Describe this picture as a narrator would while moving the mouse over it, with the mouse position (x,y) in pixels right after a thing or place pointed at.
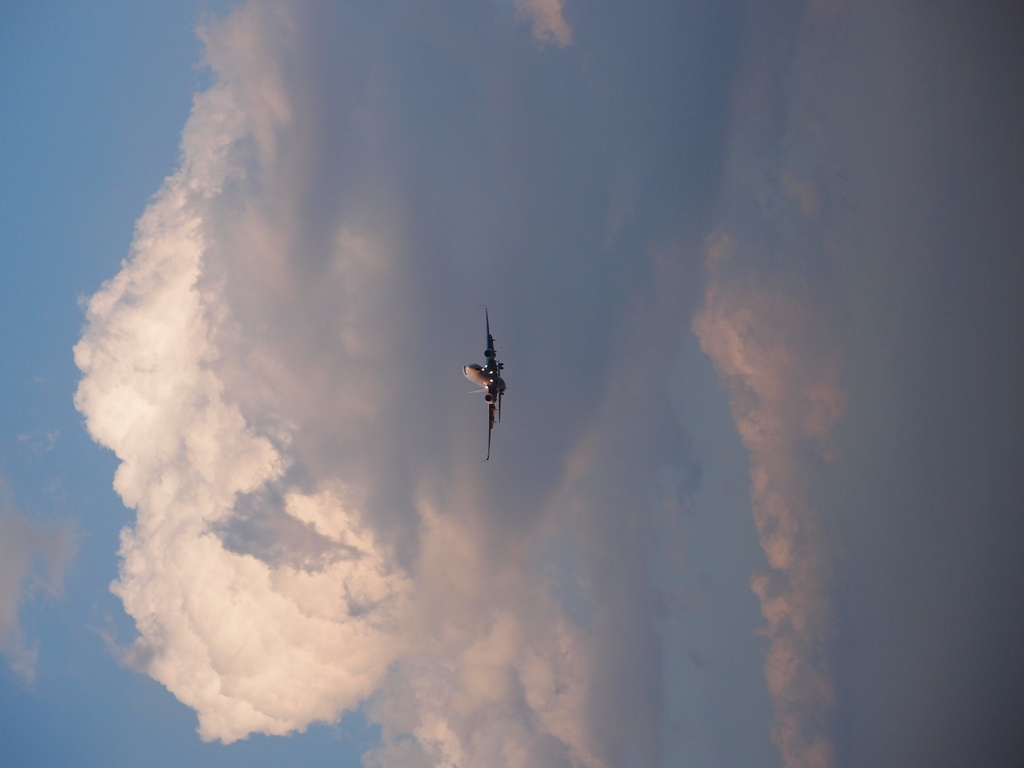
In this picture we can see an airplane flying in the air (543,389) and in the background (182,332) we can see the sky (684,387) with clouds (712,316).
